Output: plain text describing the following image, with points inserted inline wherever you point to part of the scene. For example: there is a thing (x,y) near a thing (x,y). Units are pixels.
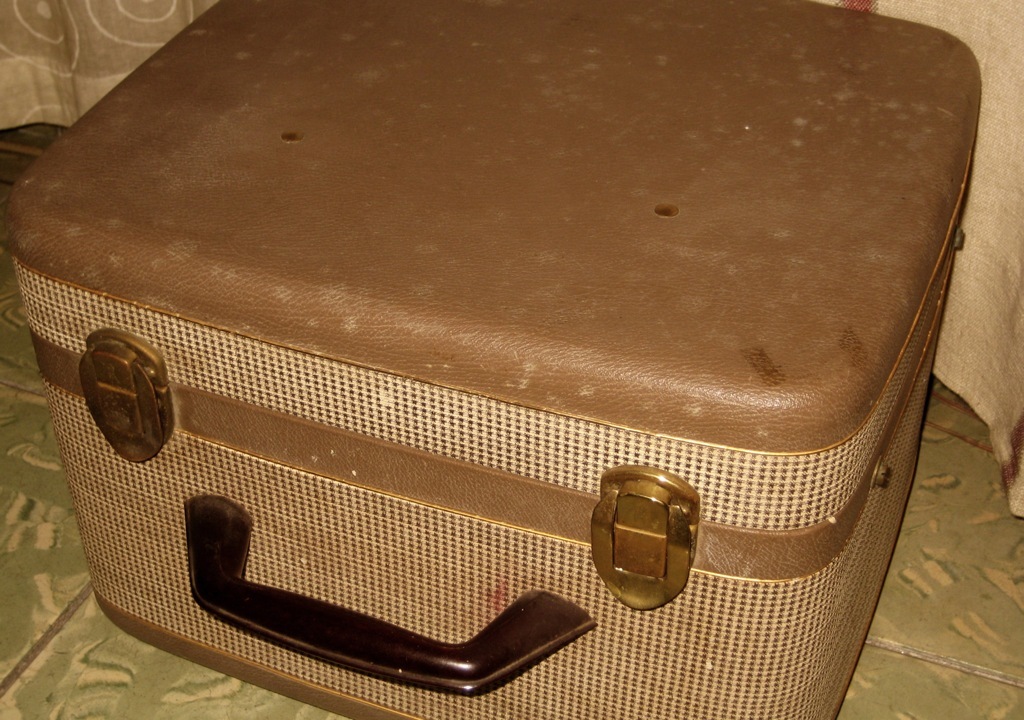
here we can see a suitcase (345,353).
